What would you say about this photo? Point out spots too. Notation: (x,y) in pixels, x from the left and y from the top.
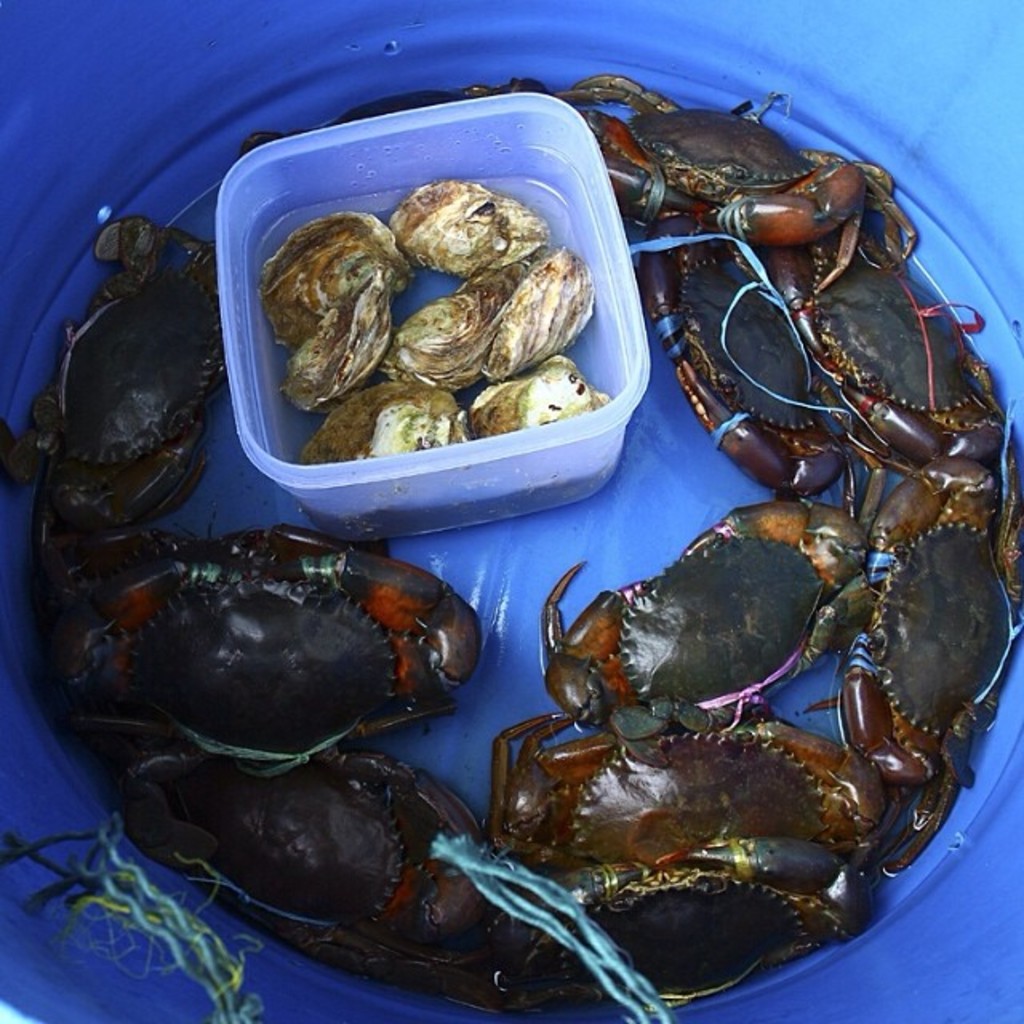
In this picture there are crabs (549,662) in the tub (1,741) and there are oysters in the box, there is water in it.
